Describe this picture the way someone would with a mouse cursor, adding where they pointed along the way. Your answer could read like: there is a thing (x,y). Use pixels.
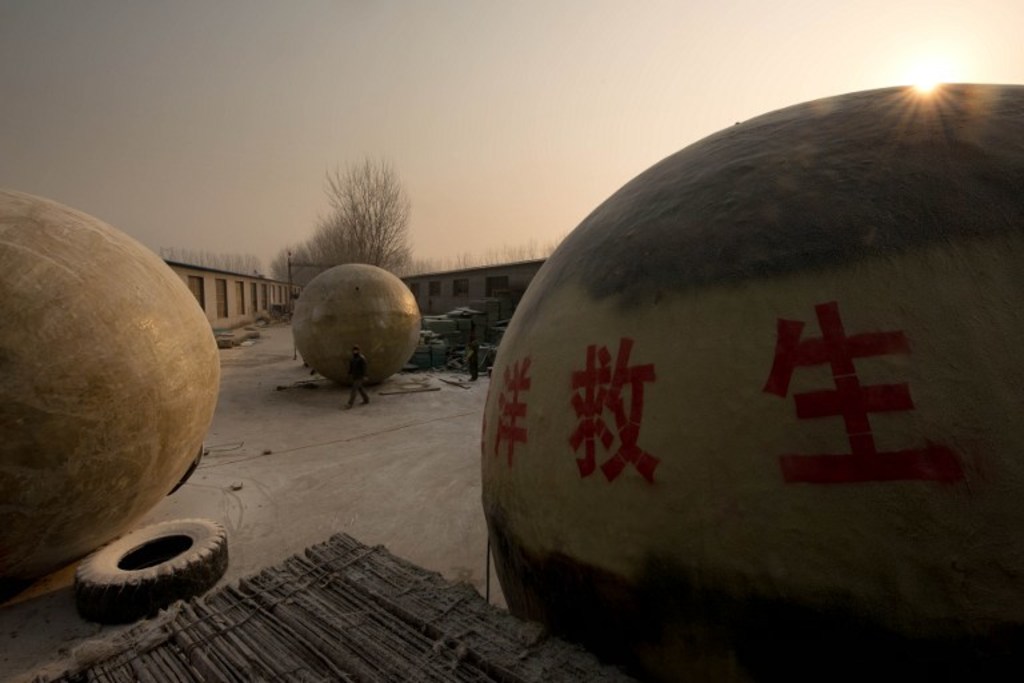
In this image we can see some objects (32,443) which are in circle shape and there is Tyre (132,570) and a person (359,386) walking on ground (336,423) and in the background of the image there are some houses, trees (362,229) and clear sky (394,115).
